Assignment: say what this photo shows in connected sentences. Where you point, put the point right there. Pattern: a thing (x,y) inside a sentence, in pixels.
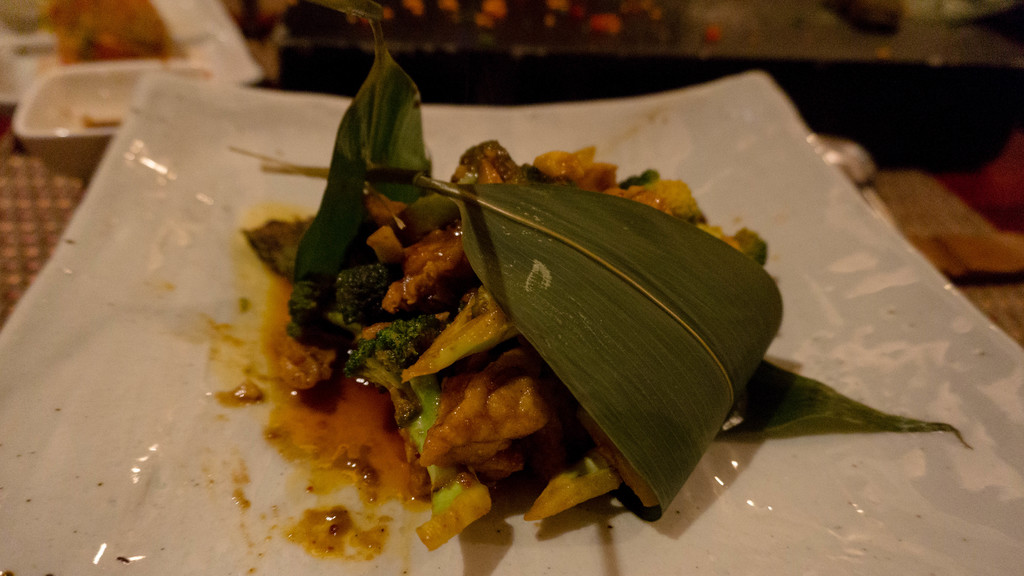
In this picture I can see food item (502,362) on white color plate (233,432). I can see some other objects (83,53) in the background (100,38).
